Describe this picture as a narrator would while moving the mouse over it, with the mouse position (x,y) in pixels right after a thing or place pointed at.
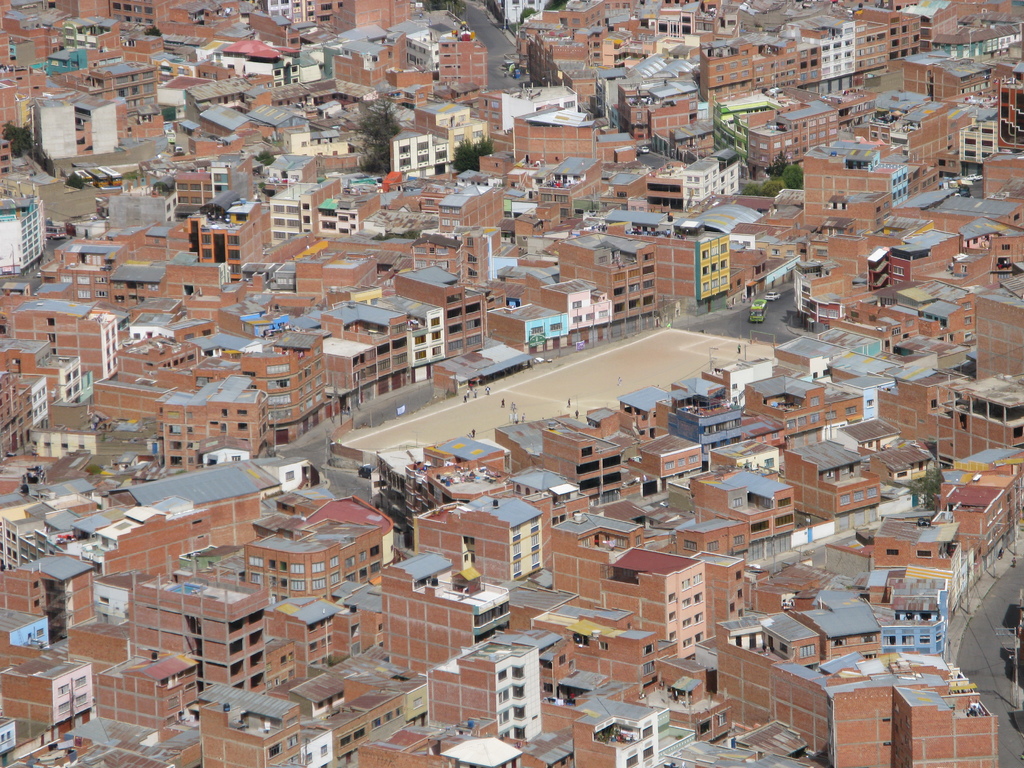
In this picture I can see few buildings (532,534) and trees (466,167) and looks like few people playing in the ground (627,388).
